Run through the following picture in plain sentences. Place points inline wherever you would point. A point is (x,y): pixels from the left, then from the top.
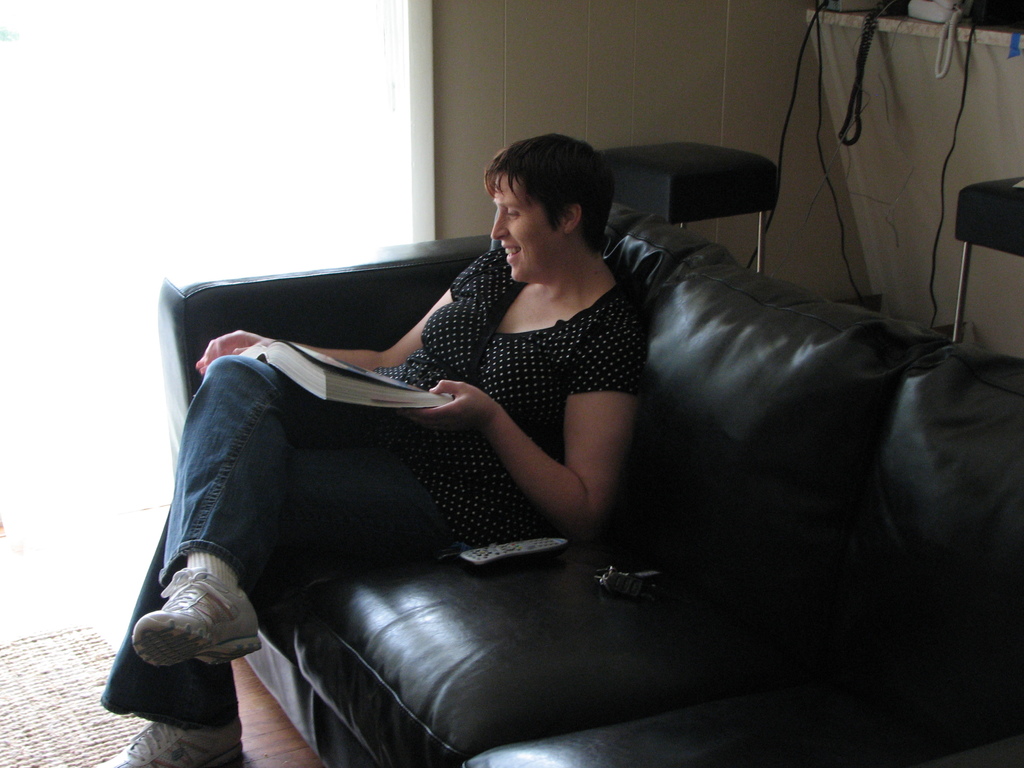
In the middle of the image (570,356) a woman (570,356) is sitting on a couch (321,324) and holding a book (269,347). Top right side of the image (921,198) there is a wall (791,181) and there are two chairs (749,182) and there are some wires (861,40).
